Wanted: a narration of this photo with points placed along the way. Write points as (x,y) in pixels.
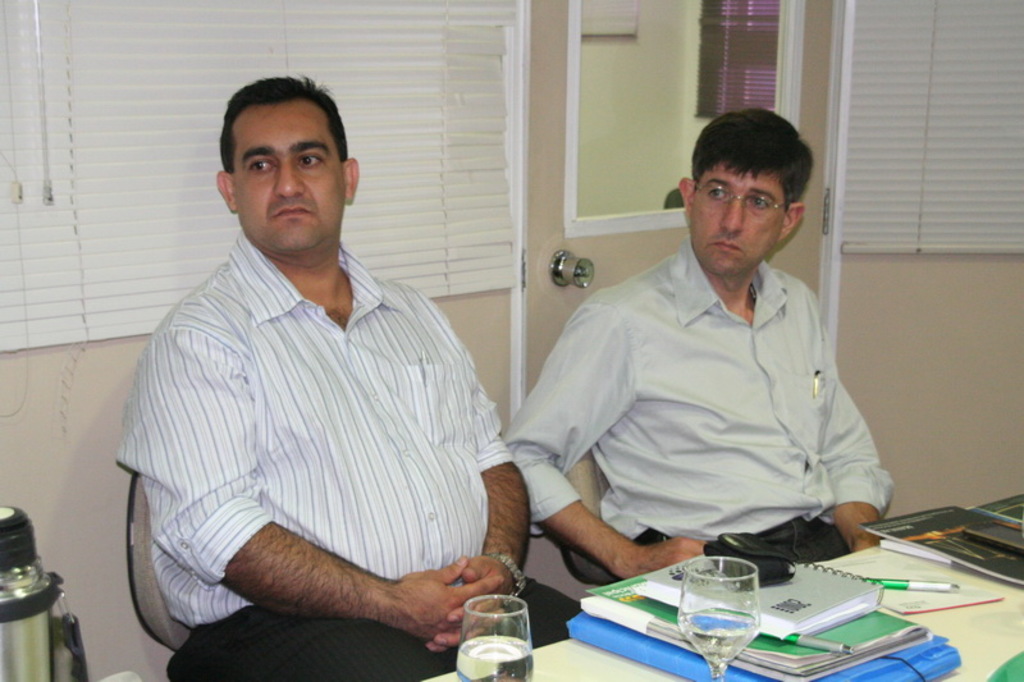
There are two persons (415,448) sitting on chairs (141,554). In front of them there is a table (613,681) with books (850,612), pens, glasses (530,641) and a flask (46,626). On the top of the book (824,592) there is a camera pouch (751,557). In the back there is a wall (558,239). Also there are curtains (450,209) and a mirror (643,104).
